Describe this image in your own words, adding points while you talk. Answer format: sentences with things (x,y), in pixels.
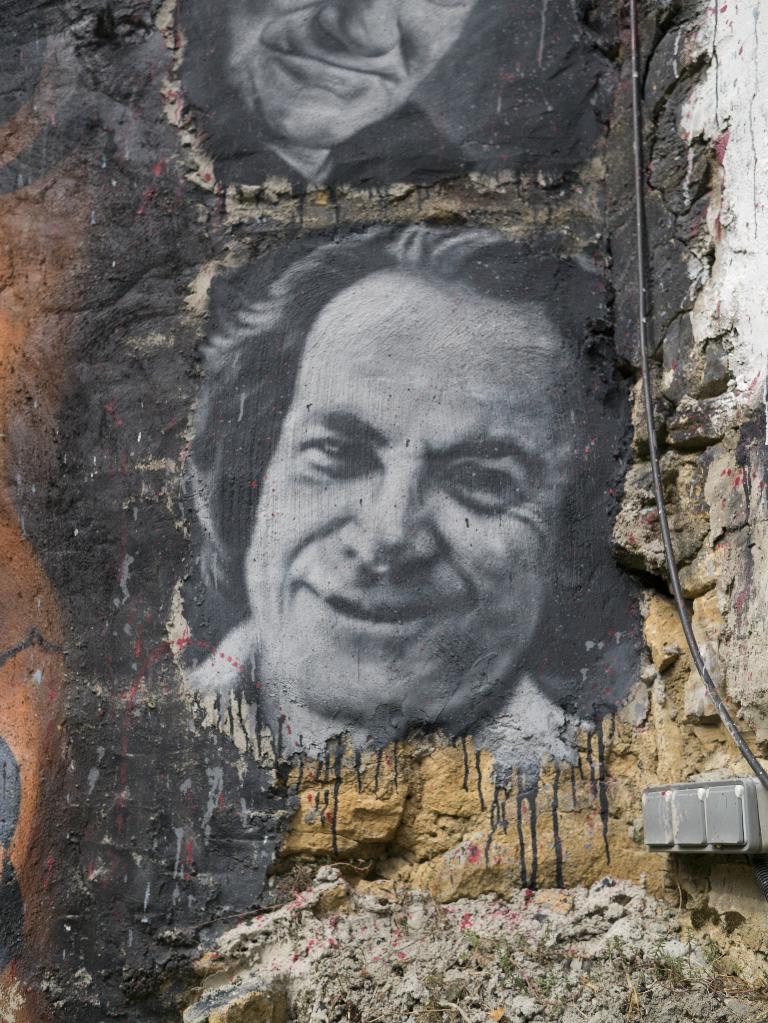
In this picture I can see paintings (365,389) of persons (267,359) on the wall (261,662).
